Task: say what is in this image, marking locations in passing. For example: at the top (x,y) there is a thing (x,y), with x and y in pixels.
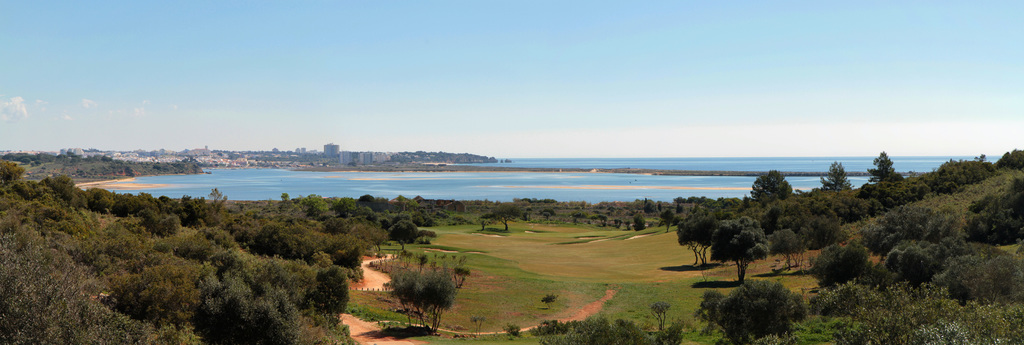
In this image we can see there are trees (991,298), river (391,176), buildings (212,157) and the sky (295,106).
